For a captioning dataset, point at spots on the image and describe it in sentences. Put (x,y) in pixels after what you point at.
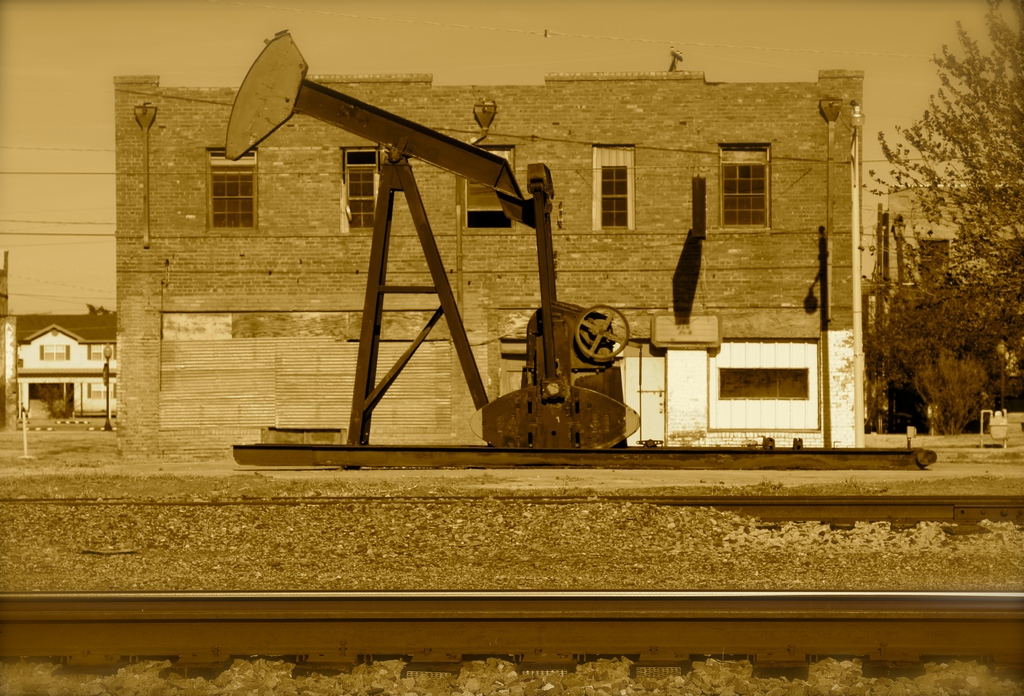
In this image I can see there is a railway track (525,618), there is a machine (234,150) in the background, there is a building (824,191) in the background (845,360), there is a tree (938,224) at the right side (938,285) and the sky (451,82) is clear.
